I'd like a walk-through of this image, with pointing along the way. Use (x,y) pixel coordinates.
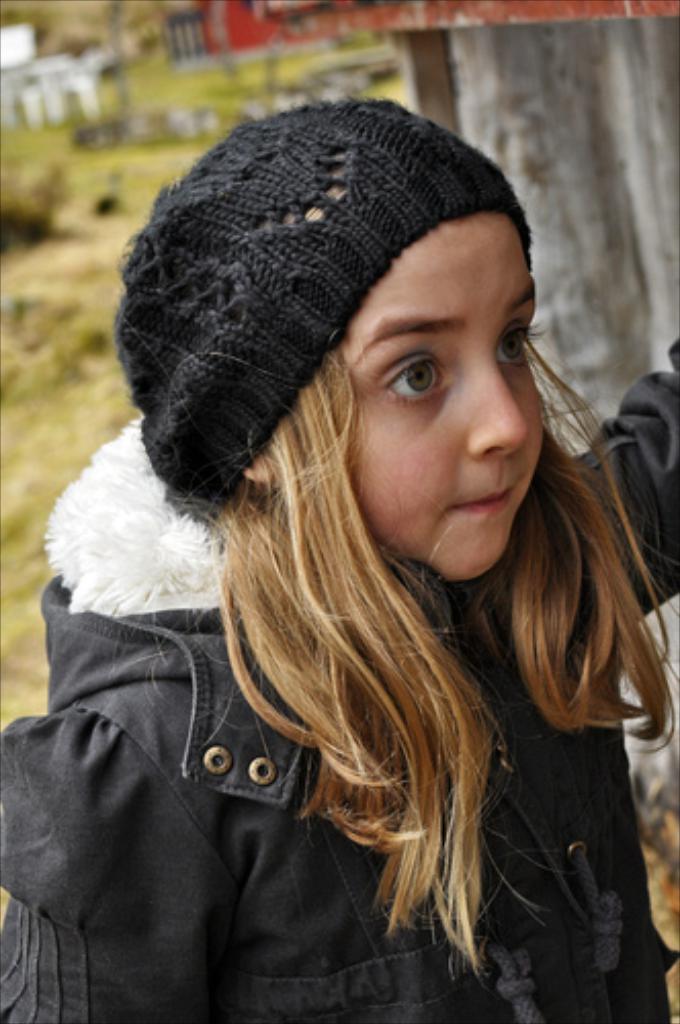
In this image we can see a girl (419,539) wearing a coat (259,818) and a cap (315,229).
